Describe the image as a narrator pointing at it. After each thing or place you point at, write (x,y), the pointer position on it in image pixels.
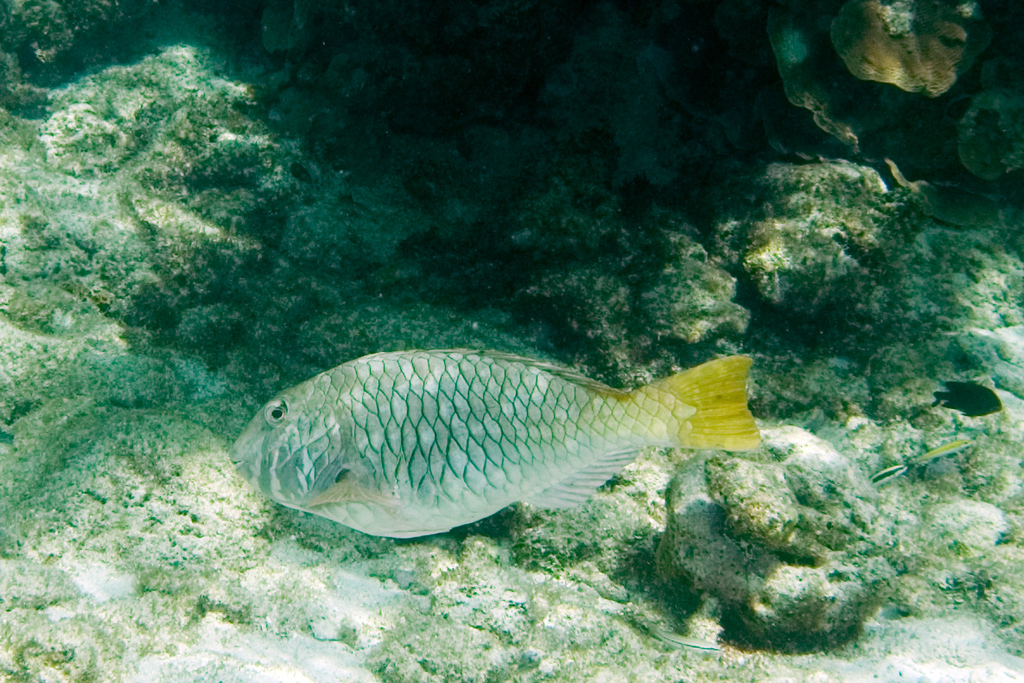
A beautiful fish (497,505) is swimming in the water (575,522).
